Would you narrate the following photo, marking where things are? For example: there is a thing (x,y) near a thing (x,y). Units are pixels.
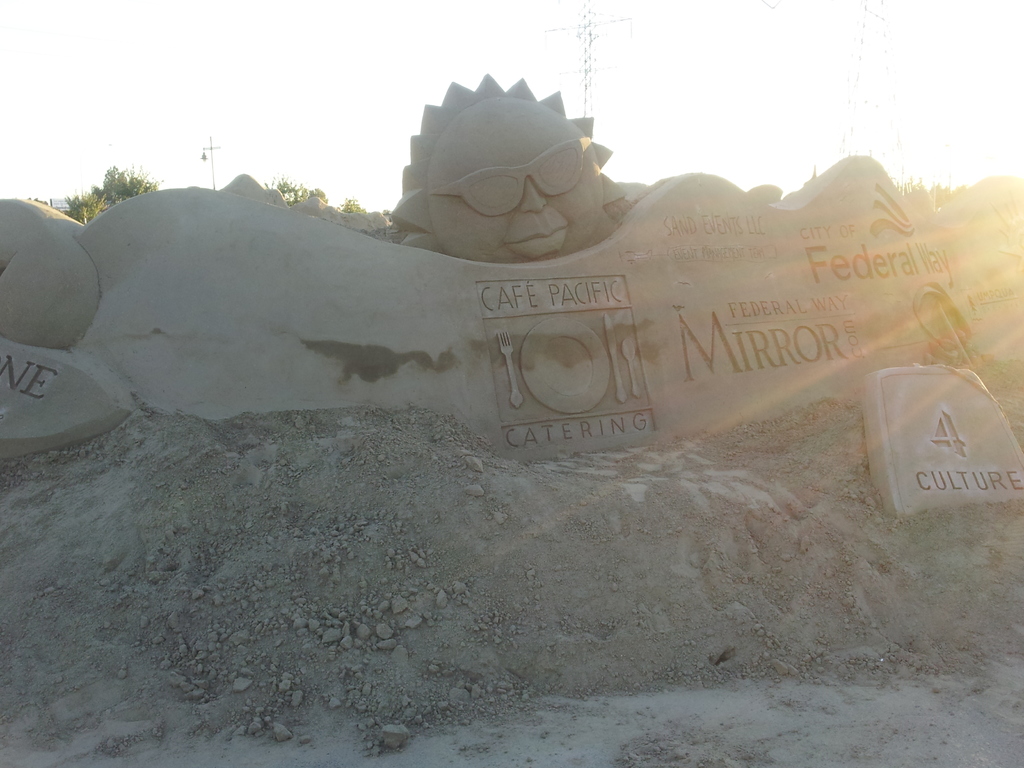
In this image we can see the sand sculpture (544,191) with some text (812,303) on it. In the background (476,89), we can see trees (79,207) and sky (300,70).
